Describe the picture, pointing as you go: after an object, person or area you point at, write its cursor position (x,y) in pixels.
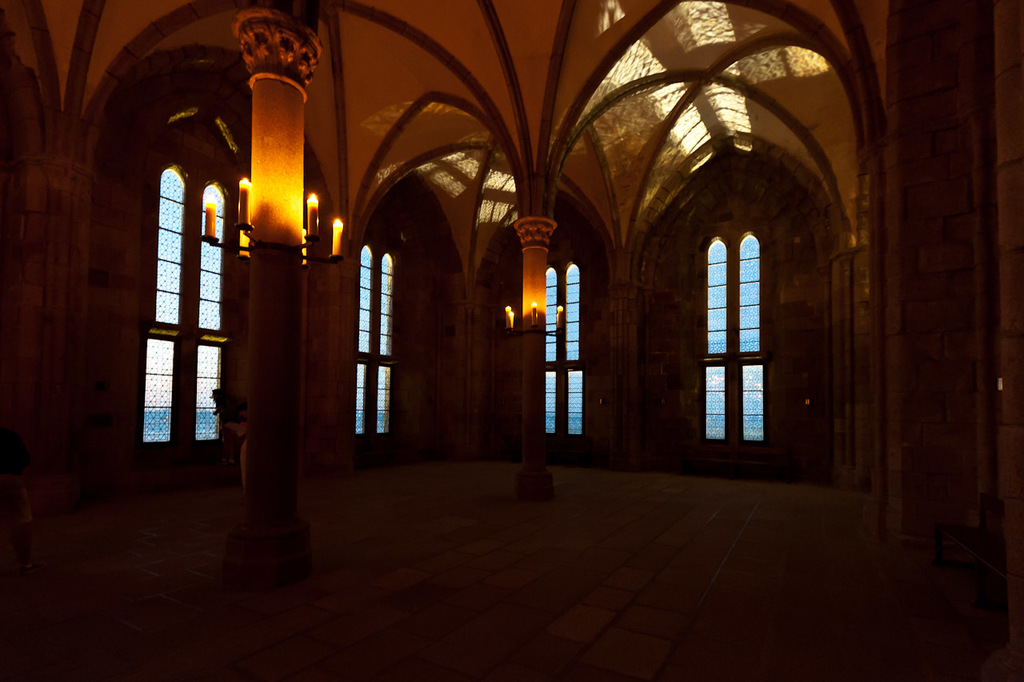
This image is clicked inside the room (576,414). In the room (380,338) there are two pillars (267,223) to which there is a candle stand (275,246) in which there are candles (247,242). In the background (573,320) there are windows (722,340). At the top (604,89) there is ceiling (596,134).
